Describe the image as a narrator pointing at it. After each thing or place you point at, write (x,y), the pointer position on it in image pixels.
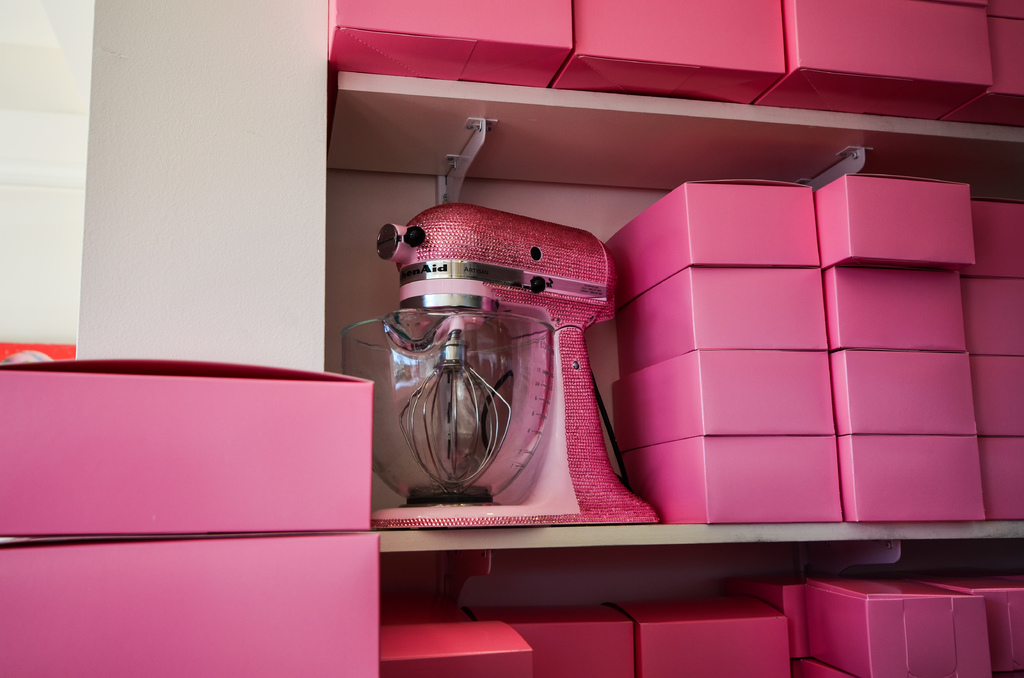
In the picture we can see racks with pink color boxes (207,444) in it and besides, we can see a stand mixer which is pink in color with a glass bowl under it.
